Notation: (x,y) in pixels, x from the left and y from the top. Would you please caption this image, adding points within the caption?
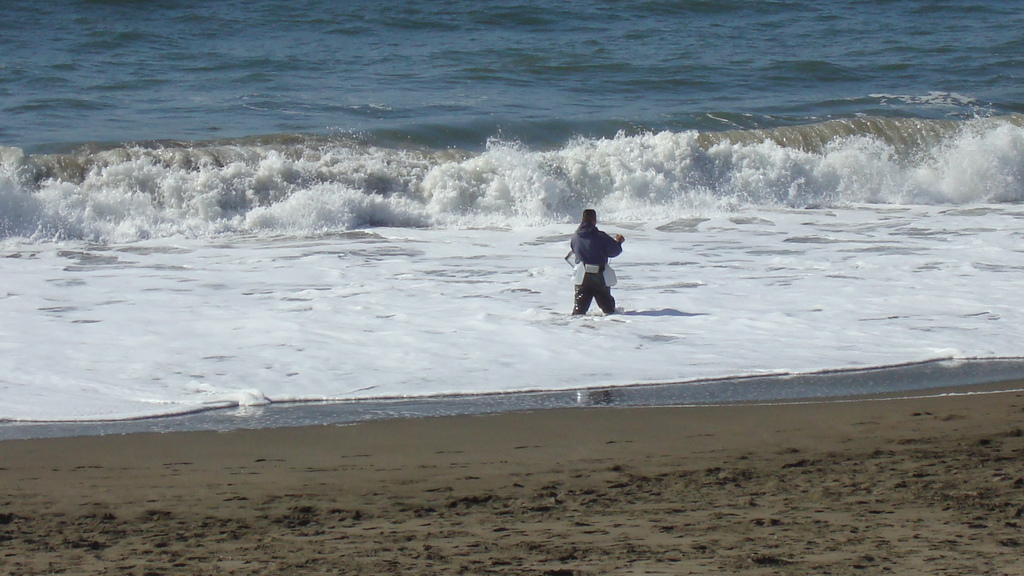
In this picture we can see a person (590,238) standing in the water (444,324). Waves (432,156) are visible from left to right in the water (567,139). We can see sand (756,503) at the bottom of the picture (134,546).
